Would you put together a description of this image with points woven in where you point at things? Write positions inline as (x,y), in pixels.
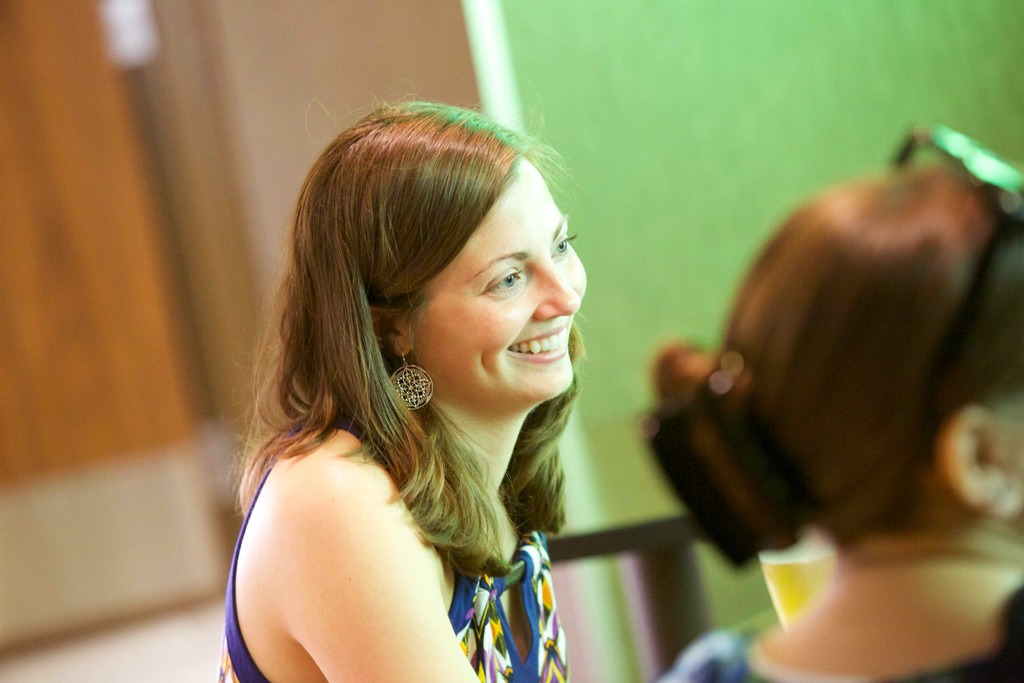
Here we can see two women (393,511). In the background (726,584) there are some objects (102,110) and a wall (311,136).
